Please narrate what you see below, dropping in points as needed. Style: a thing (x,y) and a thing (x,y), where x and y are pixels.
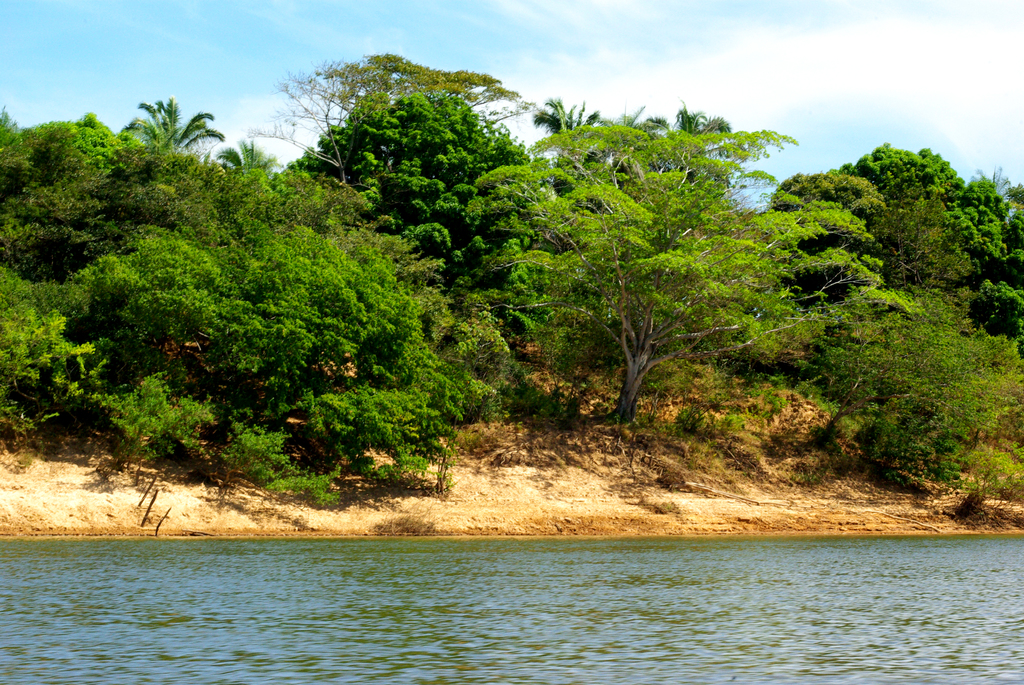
This image consists of water (618,614). In the background (508,331), there are many trees (441,341). At the top (358,44), there are clouds (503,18) in the sky (465,22).
